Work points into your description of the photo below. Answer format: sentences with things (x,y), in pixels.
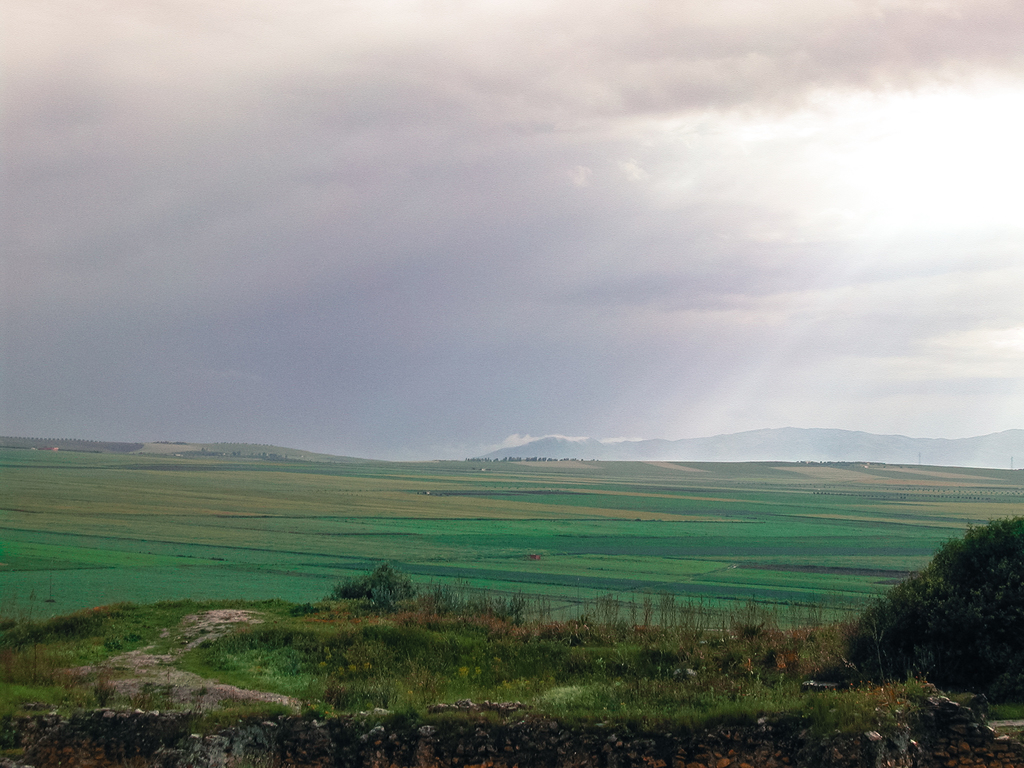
As we can see in the image in the front (481,626) there is grass (486,629) and plant (941,598). In the background (679,452) there are hills (805,447). At the top (516,158) there is sky (516,158) and clouds (473,228).
